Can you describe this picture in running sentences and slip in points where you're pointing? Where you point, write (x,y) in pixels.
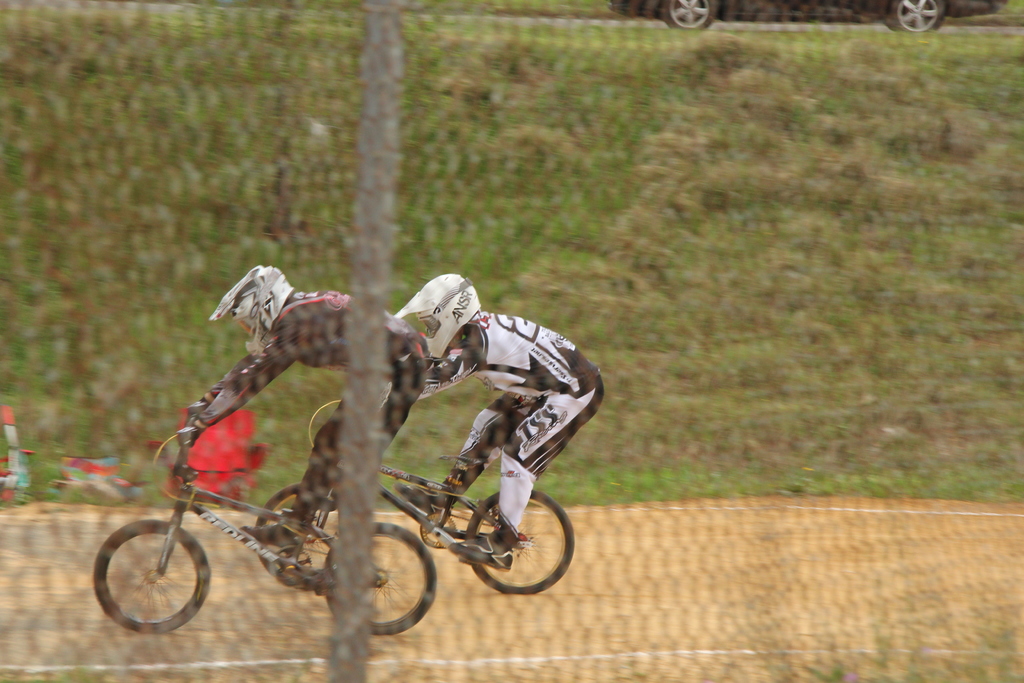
In this image we can see two persons (451,332) riding bicycle (184,476). In the background of the image (750,146) there is grass (474,132). There is a car (906,18). In the foreground of the image (562,575) there is a net (710,543).
